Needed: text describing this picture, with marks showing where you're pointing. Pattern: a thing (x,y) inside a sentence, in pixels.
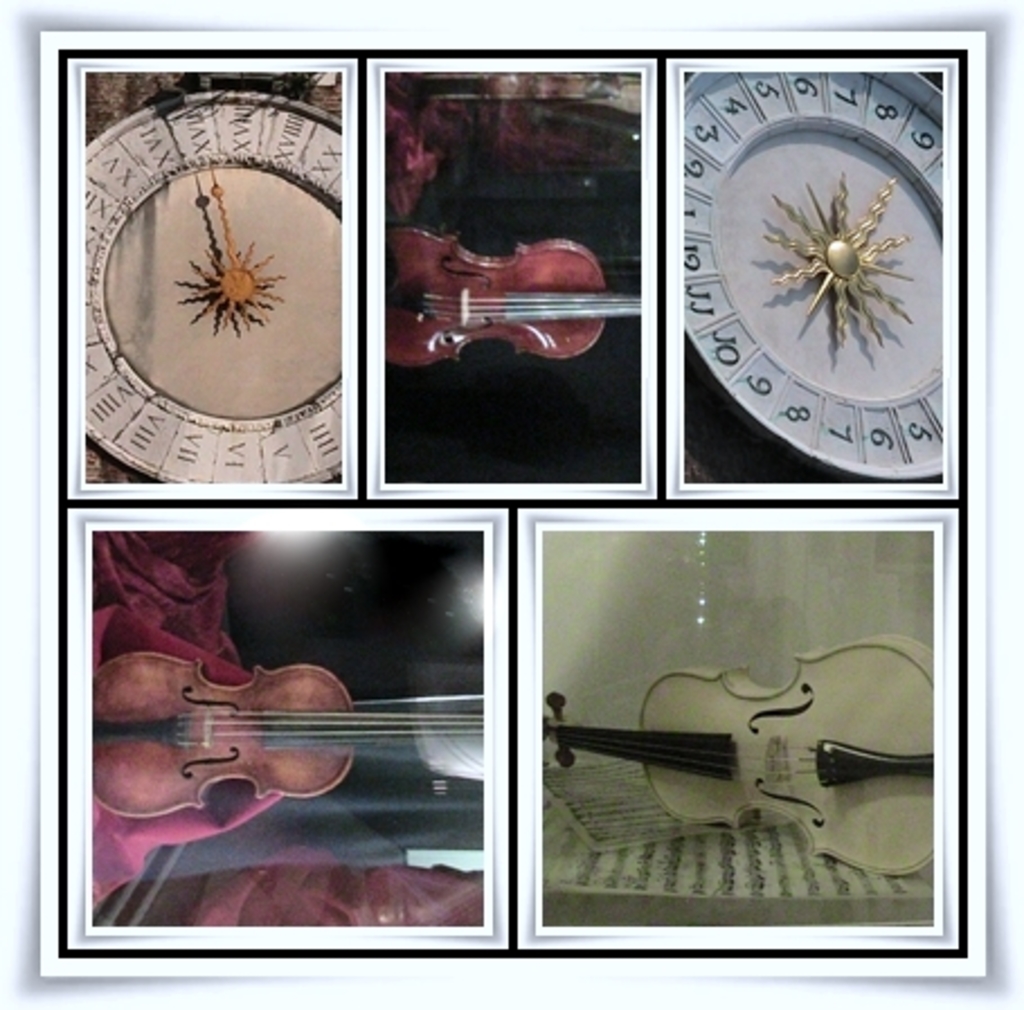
In this image I can see few clocks (905,377) and few musical instruments (570,317).
